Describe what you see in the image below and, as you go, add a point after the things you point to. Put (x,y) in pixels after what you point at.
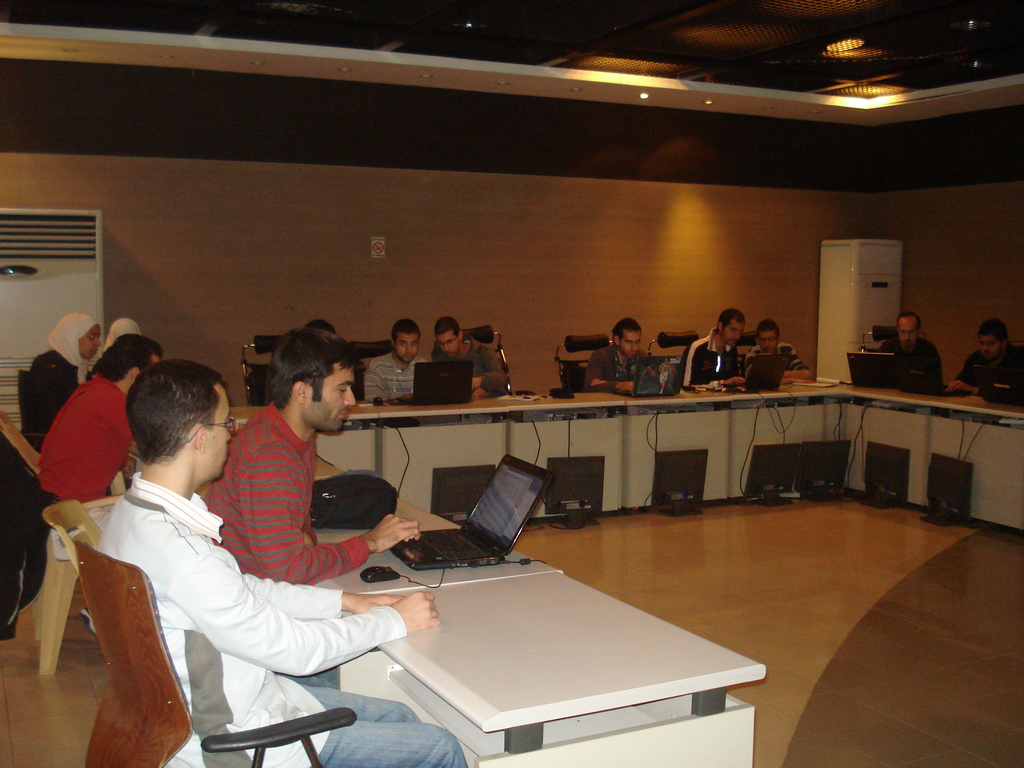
This is a picture taken in a room (947,355), there are a group of people (110,388) sitting on chairs (876,348) in front of these people (237,648) there is a table (551,657) on the table (473,627) there are mouse (364,571), laptop (431,554), bag (369,502) and paper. Behind the people (180,631) there is a wall (426,281) with some machines (829,317) and there is a ceiling light (877,93) on top (846,57).
